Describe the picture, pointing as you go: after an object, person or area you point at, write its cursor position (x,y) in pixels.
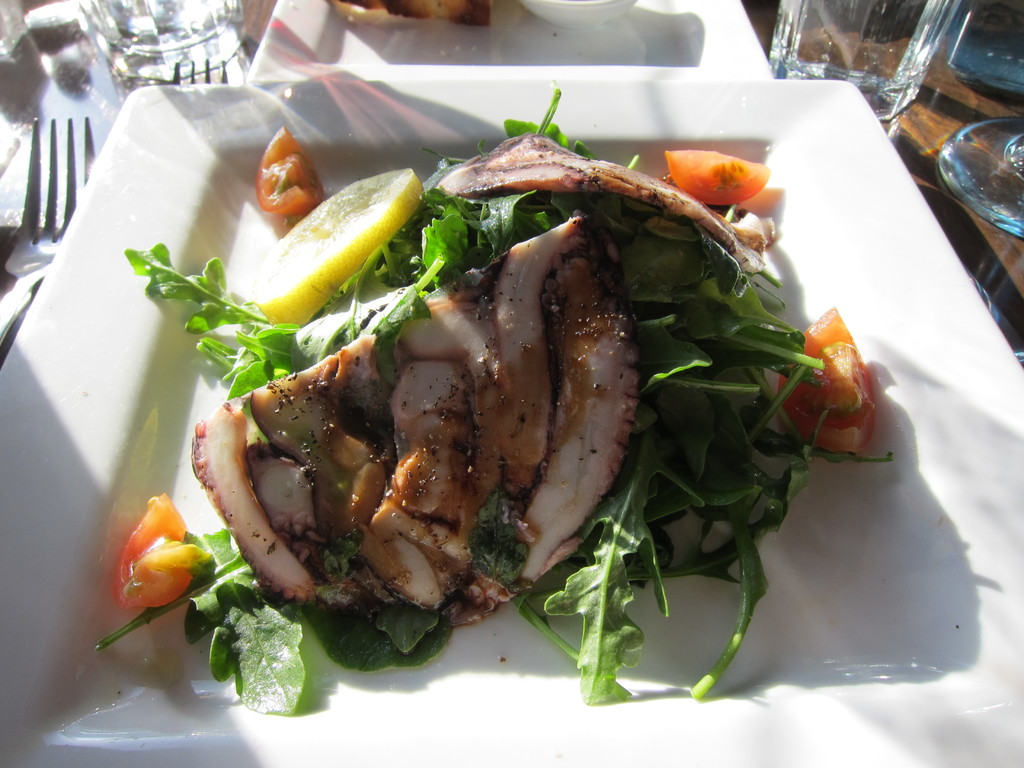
In the picture I can see food item (349,432) in a white color plate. I can also see forks (35,240), glasses (187,58), a plate (321,13) and some other things (104,120).
